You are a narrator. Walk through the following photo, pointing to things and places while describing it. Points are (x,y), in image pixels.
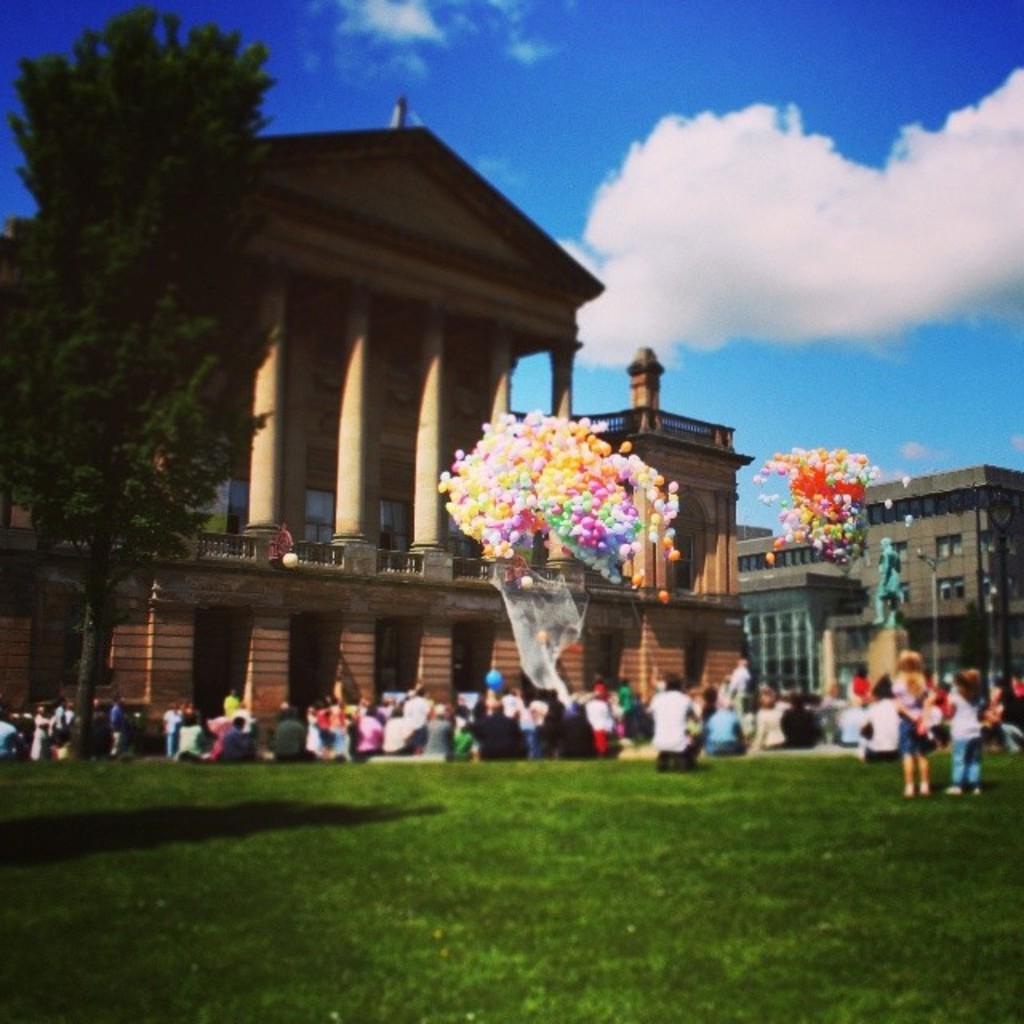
At the bottom of the picture (589,806), we see grass (648,853). In the middle of the picture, we see people (546,733) are sitting. We even see the balloons (599,541) in different colors, which are flying in the sky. There are buildings (599,652) in the background (356,555). On the left side (204,261), we see a tree (64,405). At the top of the picture (629,164), we see the clouds (678,150) and the sky (627,114), which is blue in color. This picture is clicked in the city (598,601).
